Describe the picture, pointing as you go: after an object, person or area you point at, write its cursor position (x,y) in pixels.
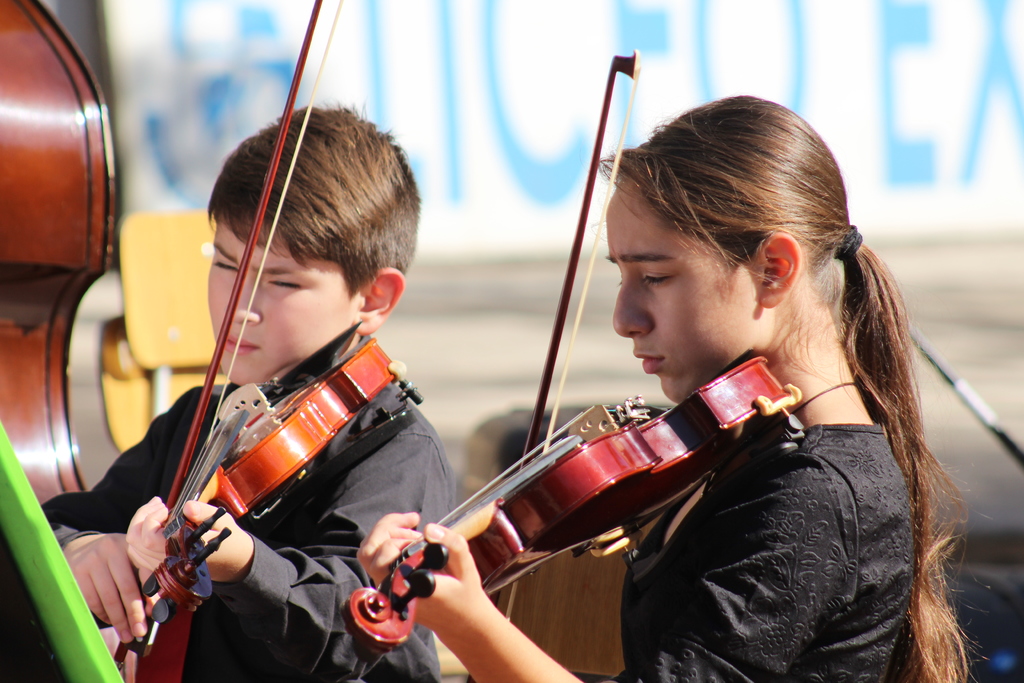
In this picture we can see girl (812,453) and boy (314,229) playing violin (722,396) with their hands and in background (187,50) we can see banner (856,70), road (503,355).
